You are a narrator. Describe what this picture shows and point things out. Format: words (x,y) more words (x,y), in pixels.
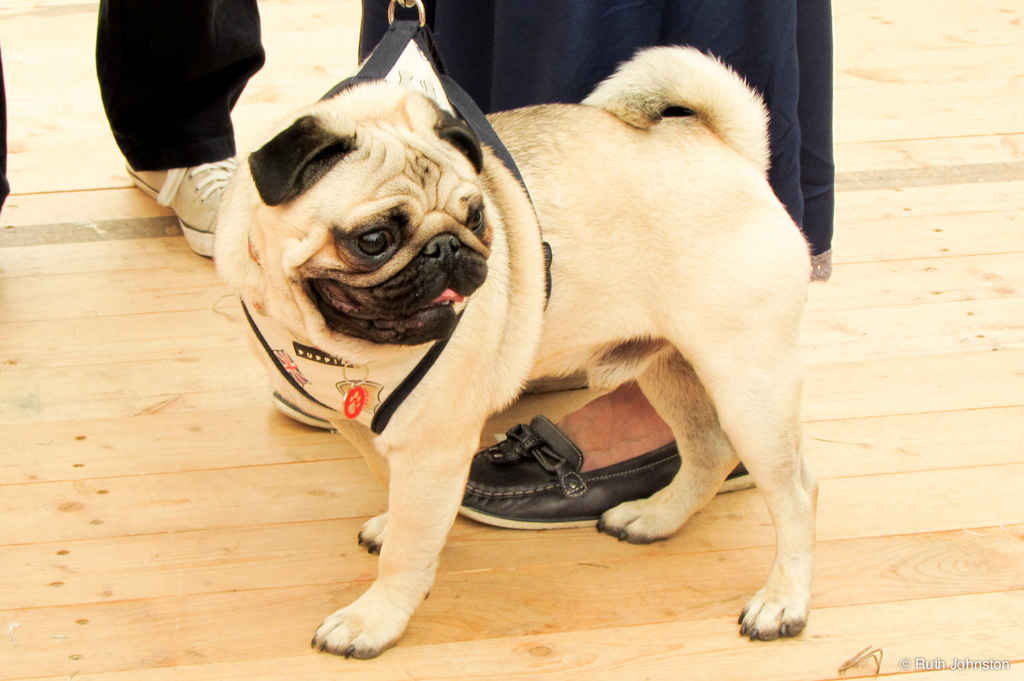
In the image we can see a dog (464,300), cream and black in color. This is a dog belt (382,55) and a wooden floor (219,487). Here we can see there are people (261,62) standing, wearing clothes (223,58) and shoes (551,491).
